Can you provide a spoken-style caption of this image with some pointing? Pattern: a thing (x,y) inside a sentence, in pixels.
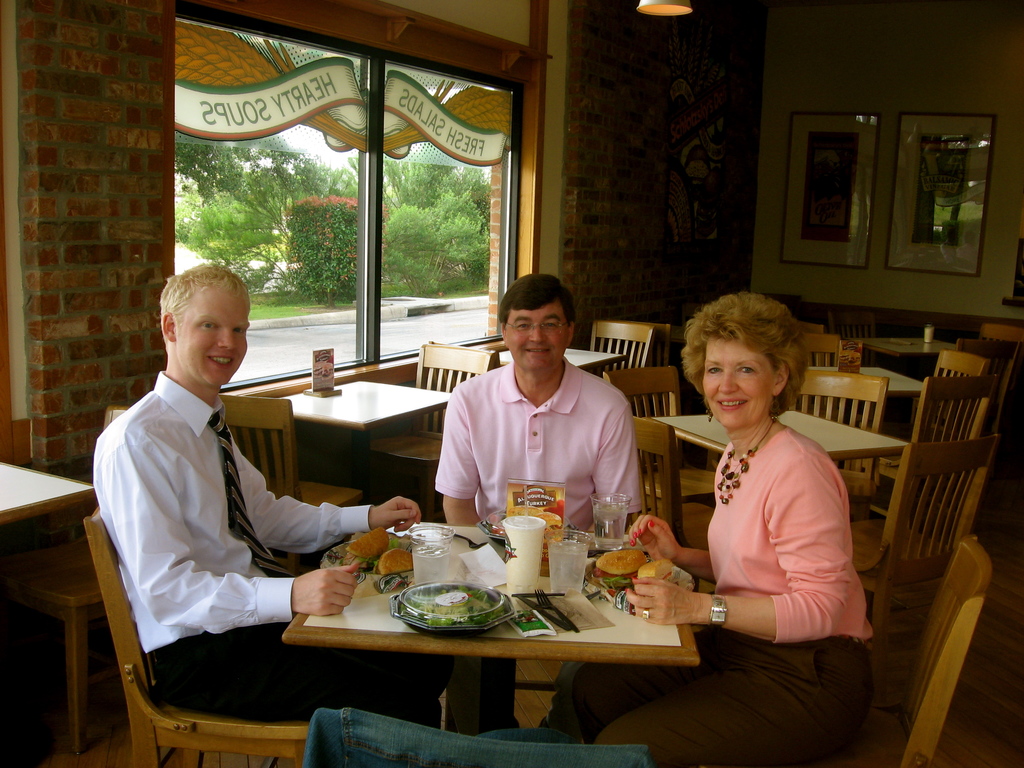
In this picture we can see two men (467,399) and one woman (754,529) sitting on chair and smiling and in front of them on table (482,634) we have glasses (560,563), burger (610,563), dish (469,588), fork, knife (544,617), paper (472,568), tissue paper (491,551) and in background (412,388) we can see tables (876,382) and chairs (805,340), wall (796,106) with frames (938,192), light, window (308,150) and from window (264,223) trees (317,217).
